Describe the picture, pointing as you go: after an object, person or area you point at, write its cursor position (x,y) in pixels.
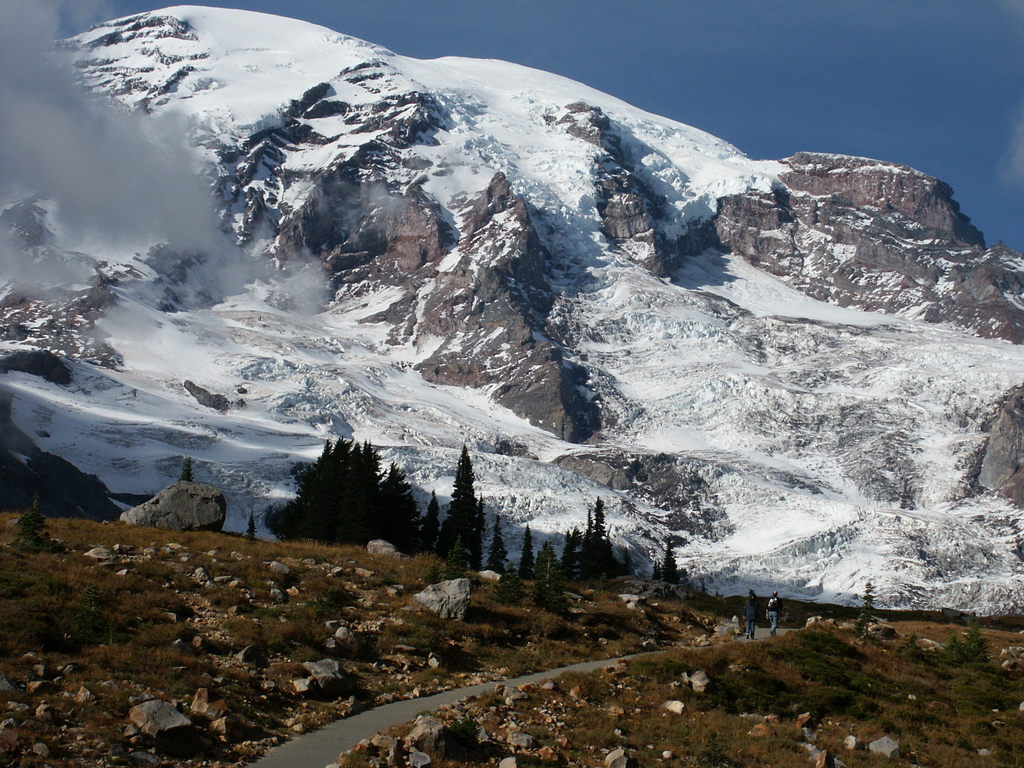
In this image at the bottom (558,746) there are some plants (812,688), rocks (187,763), and there is a walkway (286,756) and there are some people (775,631) walking. And in the background (565,509) there are trees (345,522), rocks (410,134) and snow mountains (484,247) and there is some fog (166,164) coming out. At the top (922,62) there is sky (646,50).
